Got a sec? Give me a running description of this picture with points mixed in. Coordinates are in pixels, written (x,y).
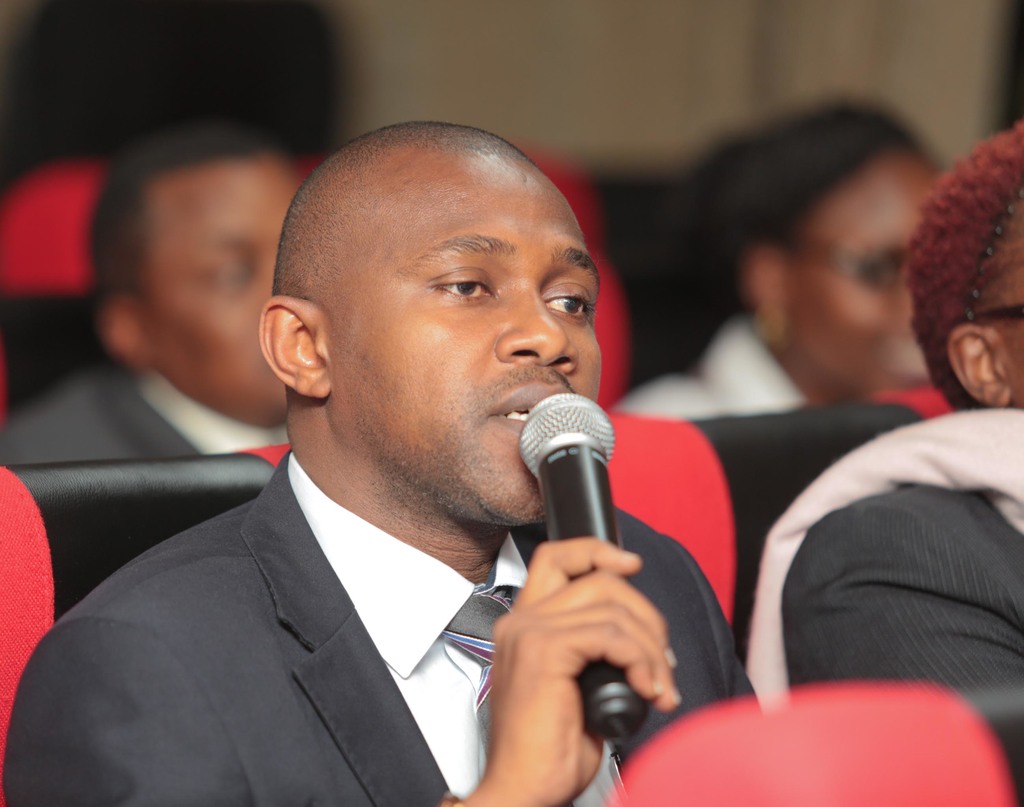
Here we can see some persons (987,650) are sitting on the chairs (698,755). He is holding a mike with his hand (564,544).
